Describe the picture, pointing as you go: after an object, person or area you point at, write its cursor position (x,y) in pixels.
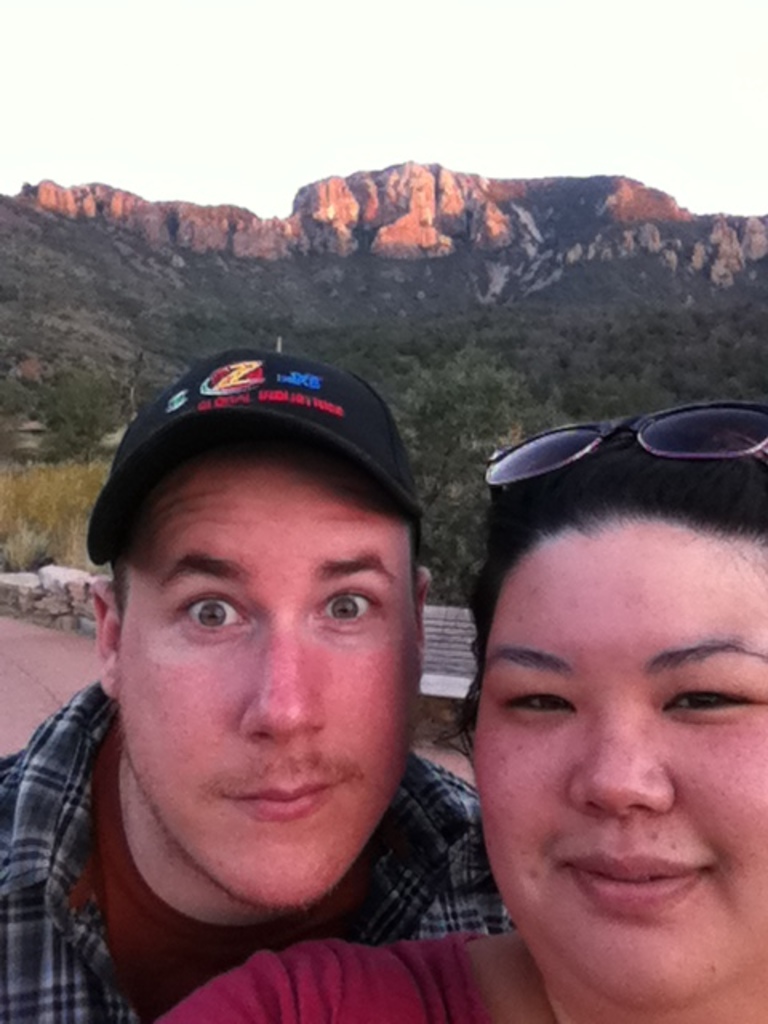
In this image I can see two people (197,907) with different color dresses (214,931). In the background (62,600) I can see the rock's (62,611), many trees (481,448), mountains (328,305) and the sky (224,36).
